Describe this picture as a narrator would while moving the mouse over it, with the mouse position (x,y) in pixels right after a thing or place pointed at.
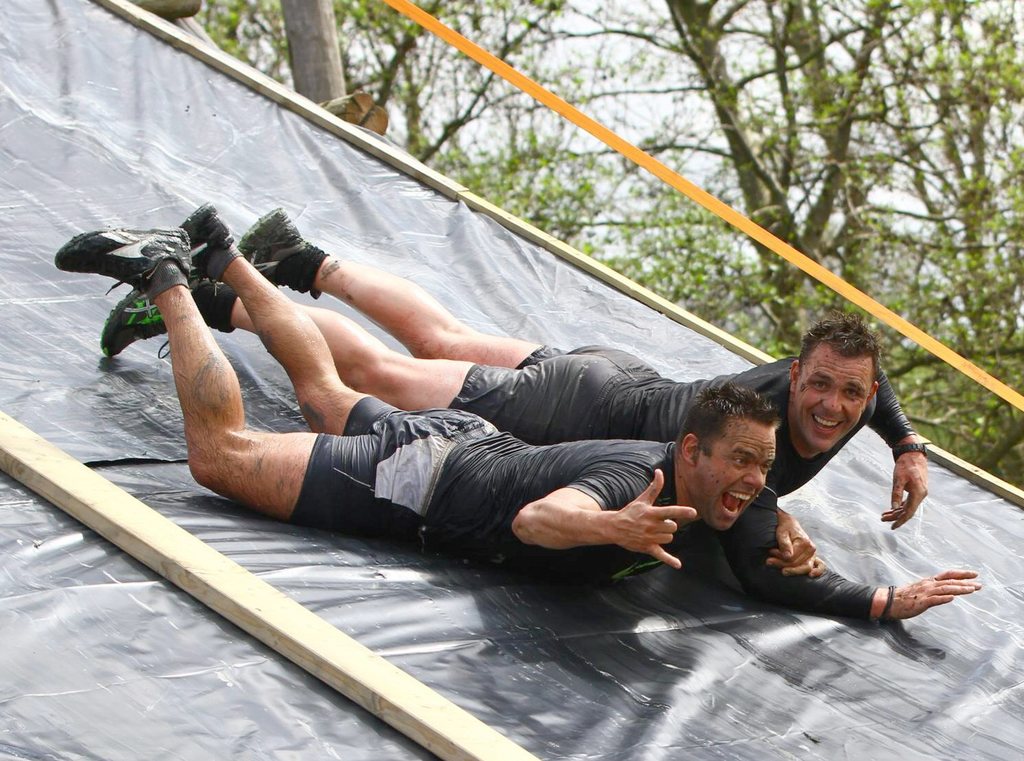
In this image there are two men (586,449) who are sliding on the slide (629,708). In the background (539,169) there are trees (539,169). Beside the slide (563,252) there is a yellow colour ribbon (549,104). On the slide (251,546) there is black colour mat (400,648) and a wooden stick (194,552) on it.
